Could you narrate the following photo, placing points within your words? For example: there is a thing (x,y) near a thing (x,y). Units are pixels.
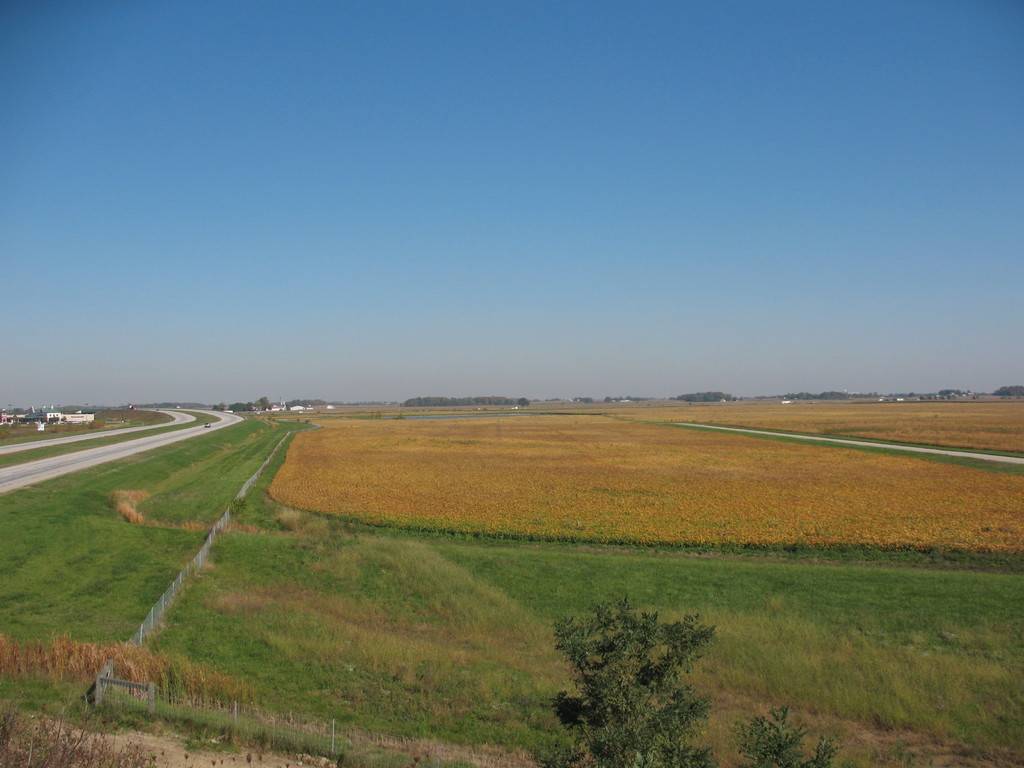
In this picture, we can see the ground (492,497) with grass (609,581), plants (459,485), trees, fencing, a path (124,443), buildings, and the sky (833,274).
